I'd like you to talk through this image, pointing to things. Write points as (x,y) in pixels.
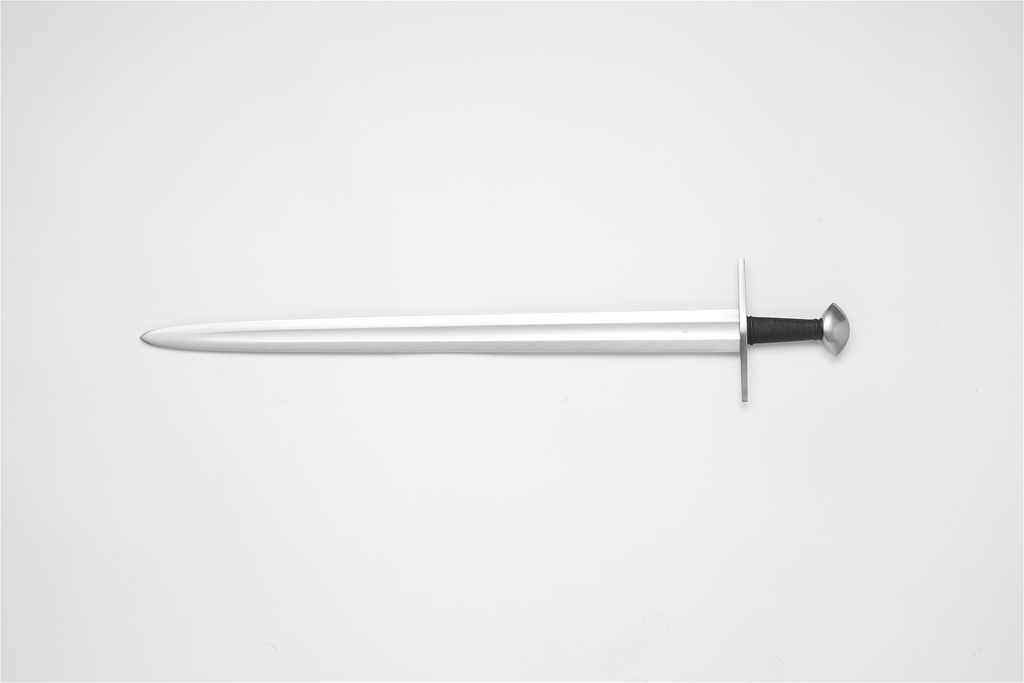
In this image I can see a sword (461,328). The background (178,200) is in white color.
